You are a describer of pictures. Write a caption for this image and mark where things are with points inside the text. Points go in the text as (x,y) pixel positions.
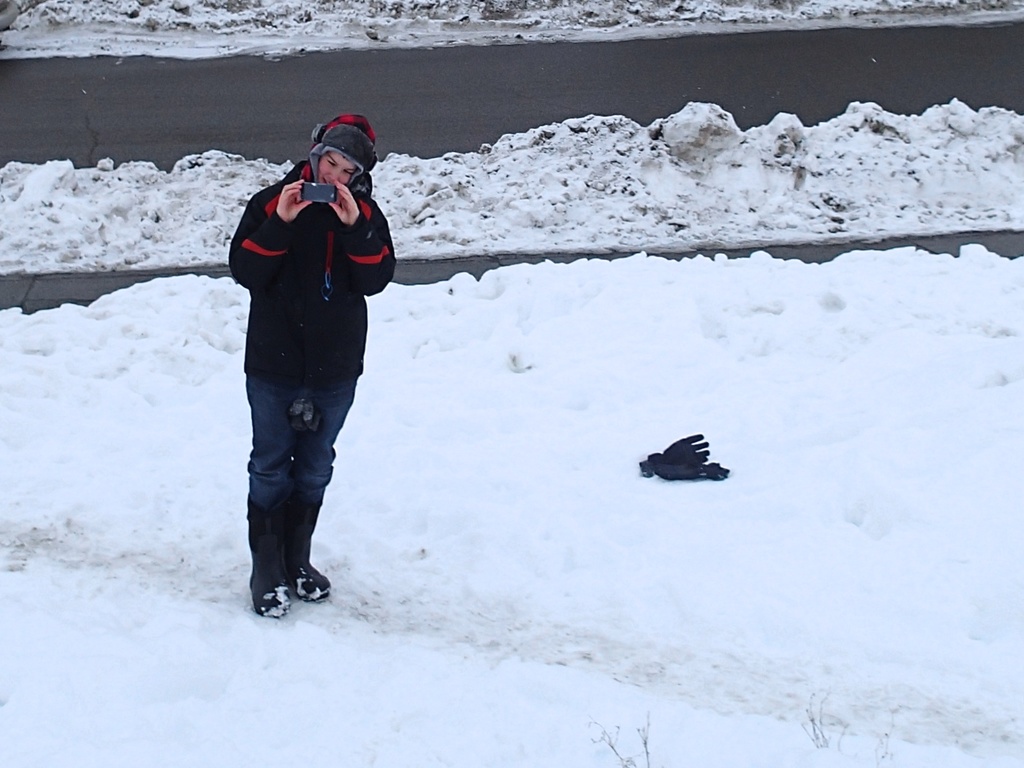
In this image I can see ground (423,176) full of snow (445,215) and on it I can see one person (356,155) is standing. I can see this person (319,248) is wearing a jacket (332,307), a jeans (330,429), the black shoes (309,515) and I can also see this person (314,219) is holding a phone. On the right side of the image (683,441) I can see two gloves (706,459) on the ground (743,451) and on the top side of the image (370,62) I can see a road (28,83).
